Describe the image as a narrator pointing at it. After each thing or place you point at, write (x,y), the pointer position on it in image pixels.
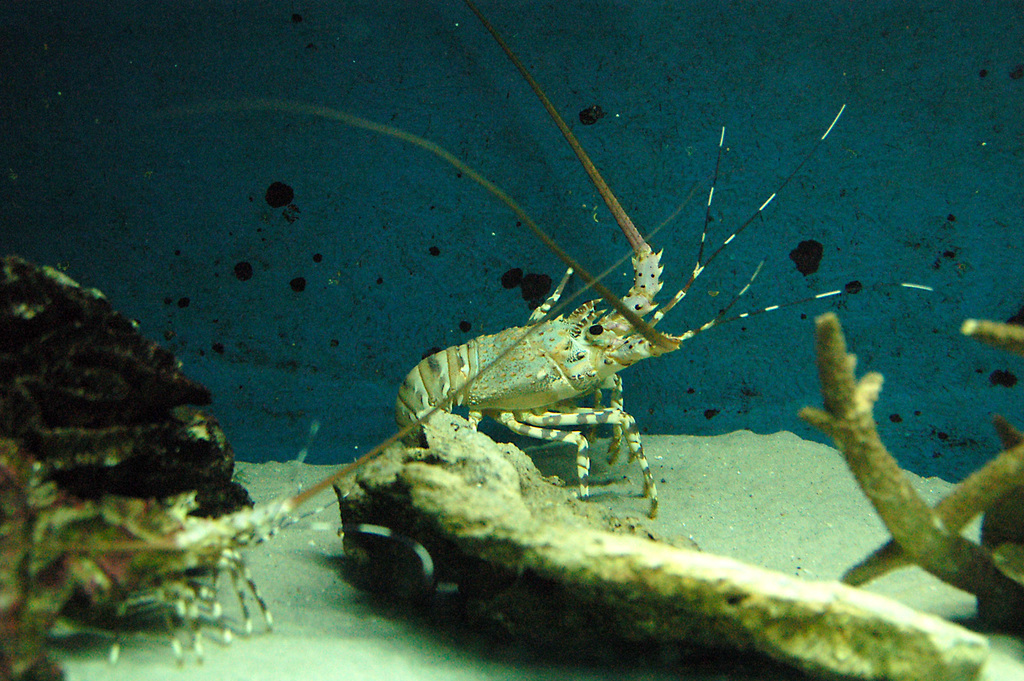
In this picture we can see lobsters (611,348) under the water (231,391).
